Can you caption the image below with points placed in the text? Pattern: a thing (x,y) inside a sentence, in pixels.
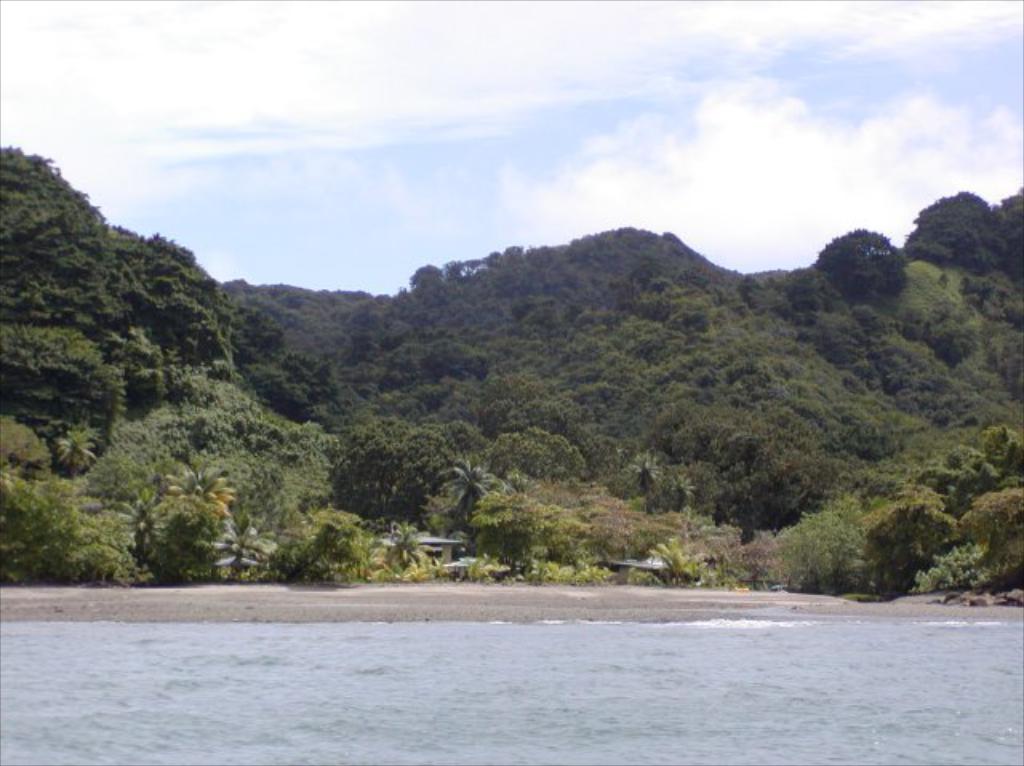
This picture is clicked outside. In the foreground (234,703) we can see a water body (522,670). In the background (325,223) we can see the sky (193,138), hills (361,408), trees (491,428), plants (252,552) and some other items (649,562).
